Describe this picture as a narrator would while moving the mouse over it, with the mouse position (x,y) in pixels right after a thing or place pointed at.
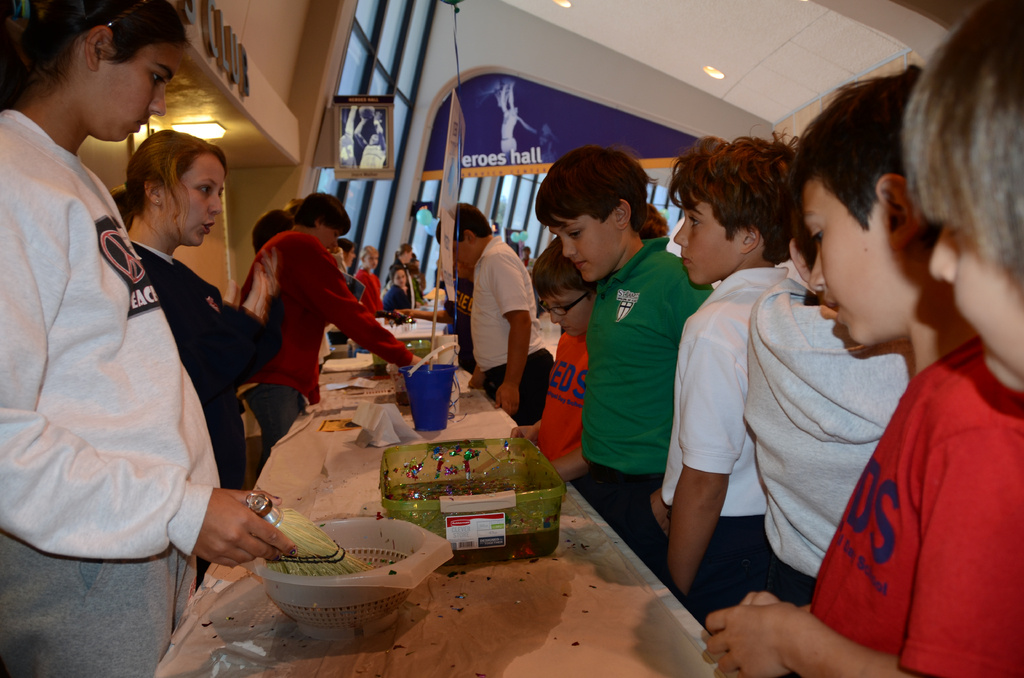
In the picture I can see few kids (777,343) in the right corner (823,394) and there are few other persons (160,282) in the left corner (127,298) and there is a table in front of them which has few objects (410,448) placed on it and there are some other objects (429,167) in the background (429,165).
